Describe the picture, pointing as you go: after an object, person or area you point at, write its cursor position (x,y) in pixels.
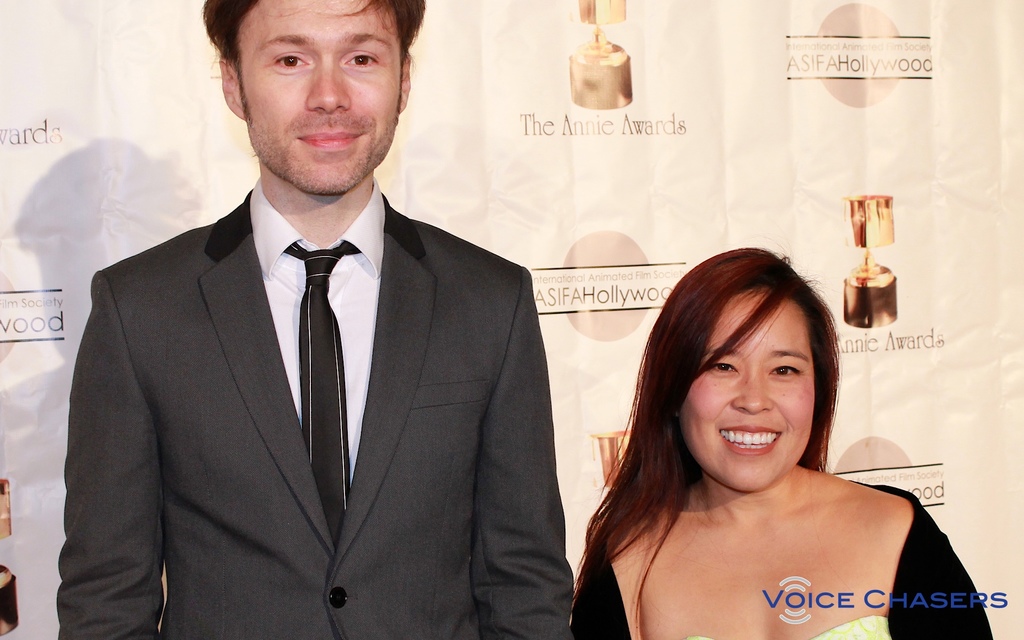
In this image two people (460,565) were standing on the floor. Behind them there is a banner (133,178).
